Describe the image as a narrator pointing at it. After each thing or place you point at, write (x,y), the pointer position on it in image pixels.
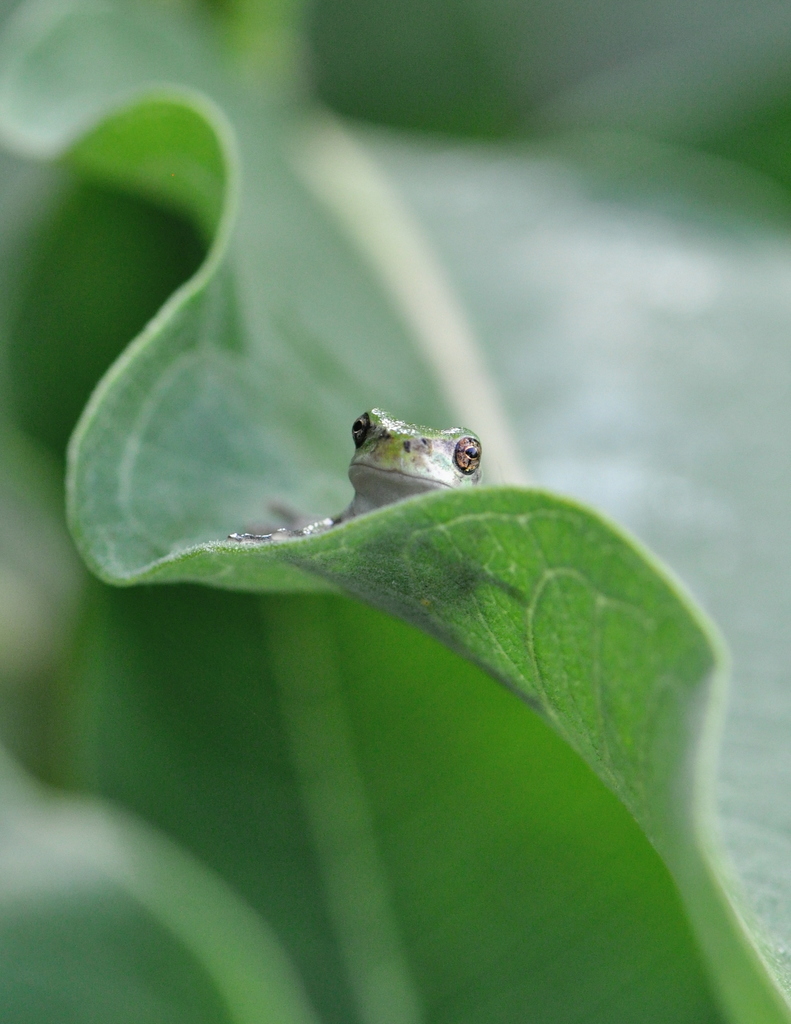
In this picture, we see a frog (401,469) is on the green leaves (440,518). At the bottom (244,796), we see the leaves (231,718). In the background (184,253), it is green in color. This picture is blurred in the background (348,768).
